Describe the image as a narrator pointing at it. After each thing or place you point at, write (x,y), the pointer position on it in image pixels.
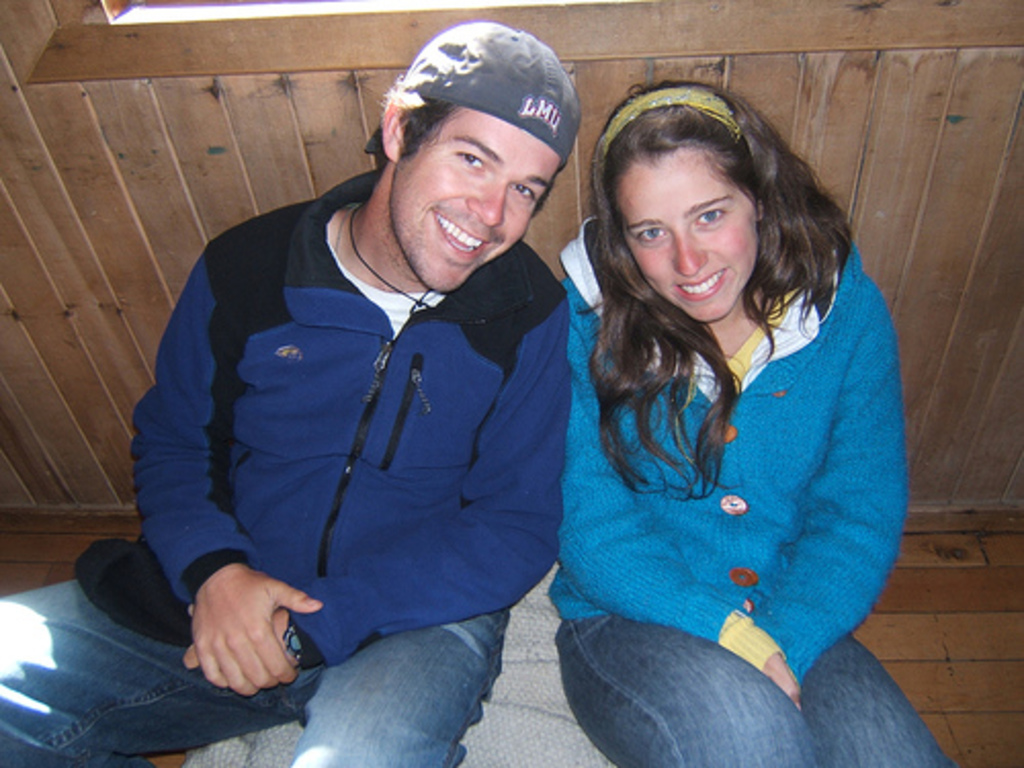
In this image there are two persons (583,520) sitting on a object (524,680), laughing and posing for a picture and there is a wooden object (142,143) back to them.
